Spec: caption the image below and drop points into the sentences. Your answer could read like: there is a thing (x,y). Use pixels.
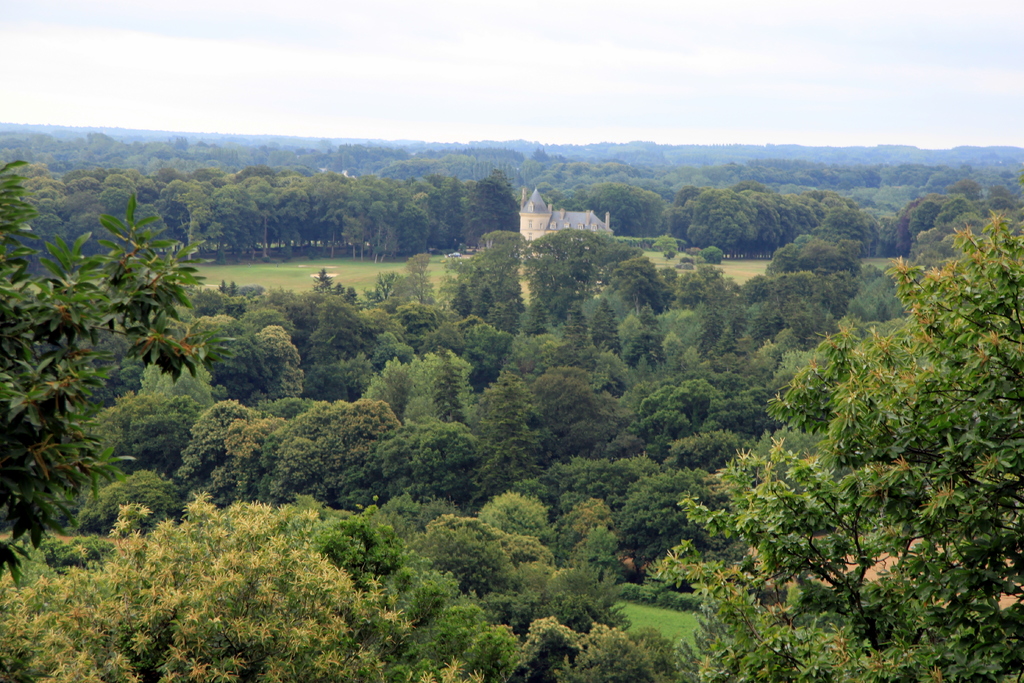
In this picture I can see a building (526,236) and few trees (494,255) and I can see a cloudy sky (602,117).
